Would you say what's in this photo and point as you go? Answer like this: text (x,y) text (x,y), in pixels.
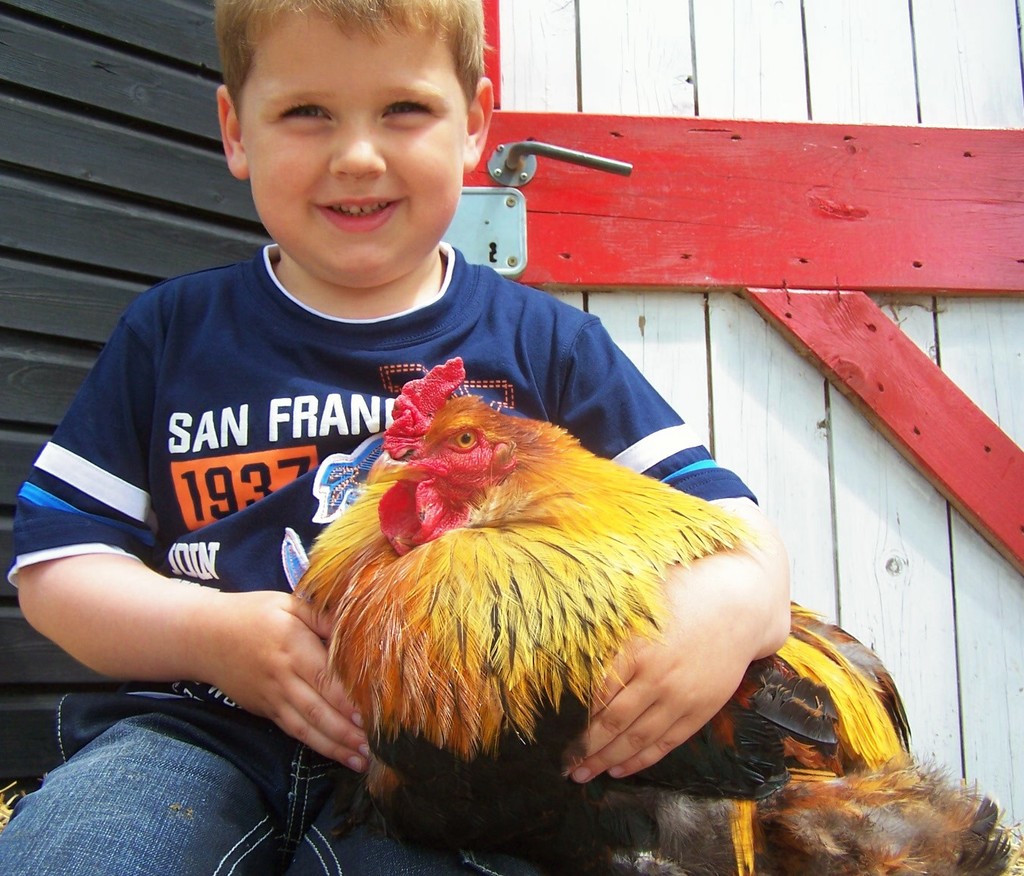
In this image we can see a boy (306,518) holding a hen (552,588). In the background (720,136) there are doors (715,100).
